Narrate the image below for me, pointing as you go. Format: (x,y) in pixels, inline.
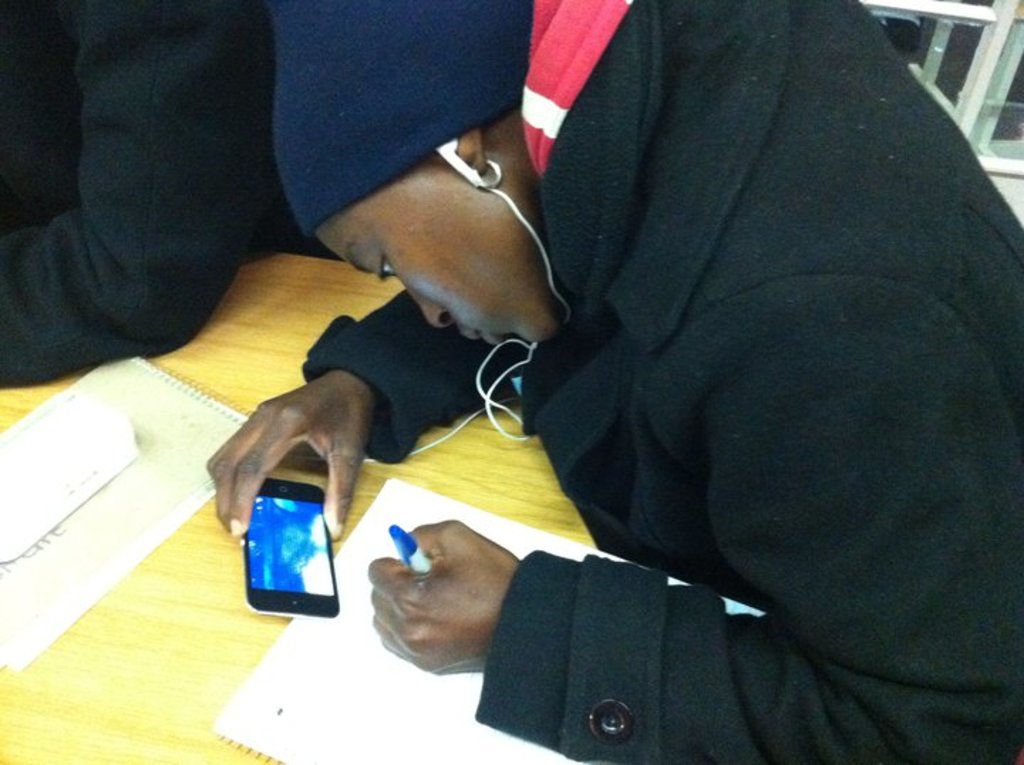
In this image we can see person (509,301) sitting on the chair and holding mobile phone (244,582) in one hand (357,445) and a pen (417,568) in the other hand (478,592). In the background (239,407) there is a table (226,585) and papers (152,528) placed on it.
